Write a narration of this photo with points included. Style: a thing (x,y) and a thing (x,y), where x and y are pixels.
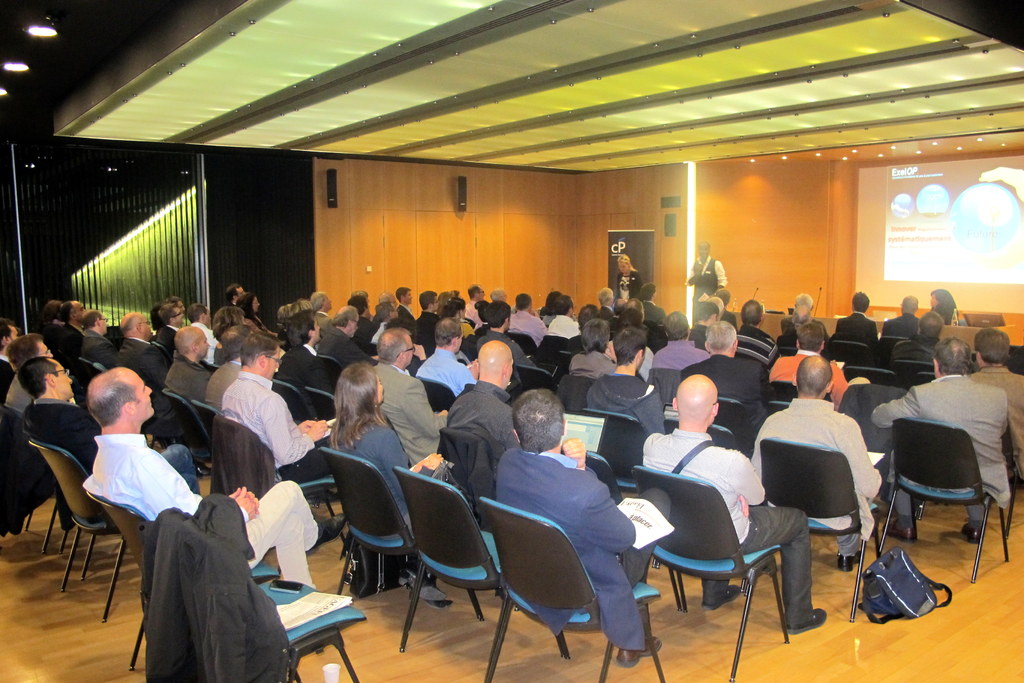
In this image I can see there are group of people (431,438) who are sitting on a chair (680,482). On the right side of the image (943,192) we have a projector screen (960,216).
